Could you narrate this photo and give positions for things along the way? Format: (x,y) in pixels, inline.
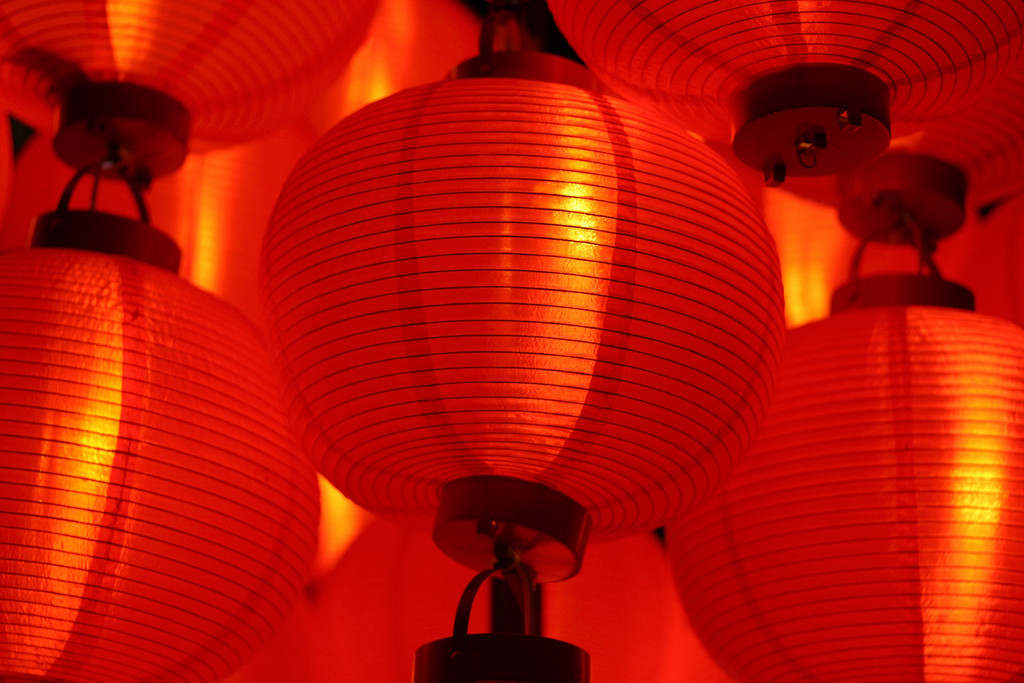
The picture consists of paper lanterns (478,245). The lanterns (474,291) are in red color.
